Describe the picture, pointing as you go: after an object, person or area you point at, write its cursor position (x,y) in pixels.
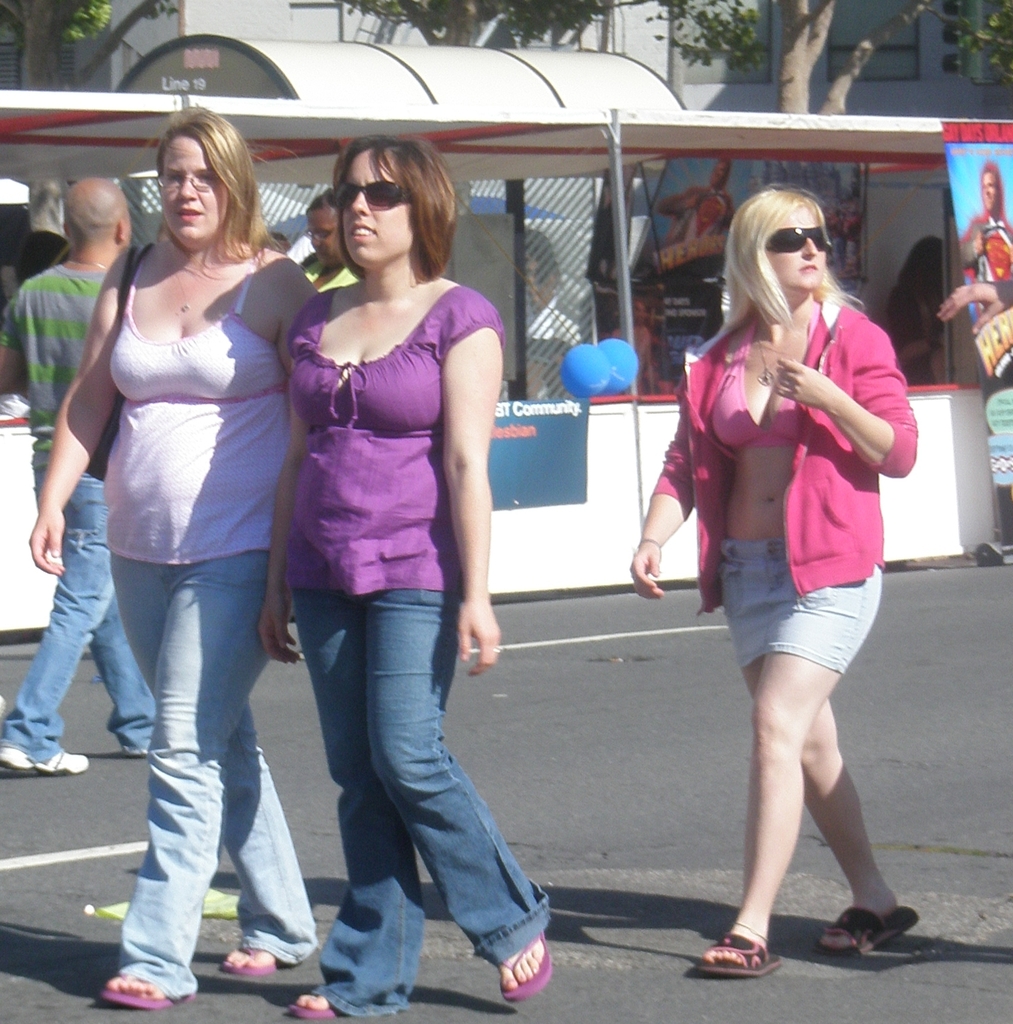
In this image I can see few people (111,458) are standing on road (481,685). I can see few of them are wearing shades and here I can see she is carrying a bag (119,317). In the background (637,339) I can see few boards (520,467) and on these boards (1003,172) I can see something is written. I can also see trees (545,29), a building (152,30) and here I can see shadows (443,918).
